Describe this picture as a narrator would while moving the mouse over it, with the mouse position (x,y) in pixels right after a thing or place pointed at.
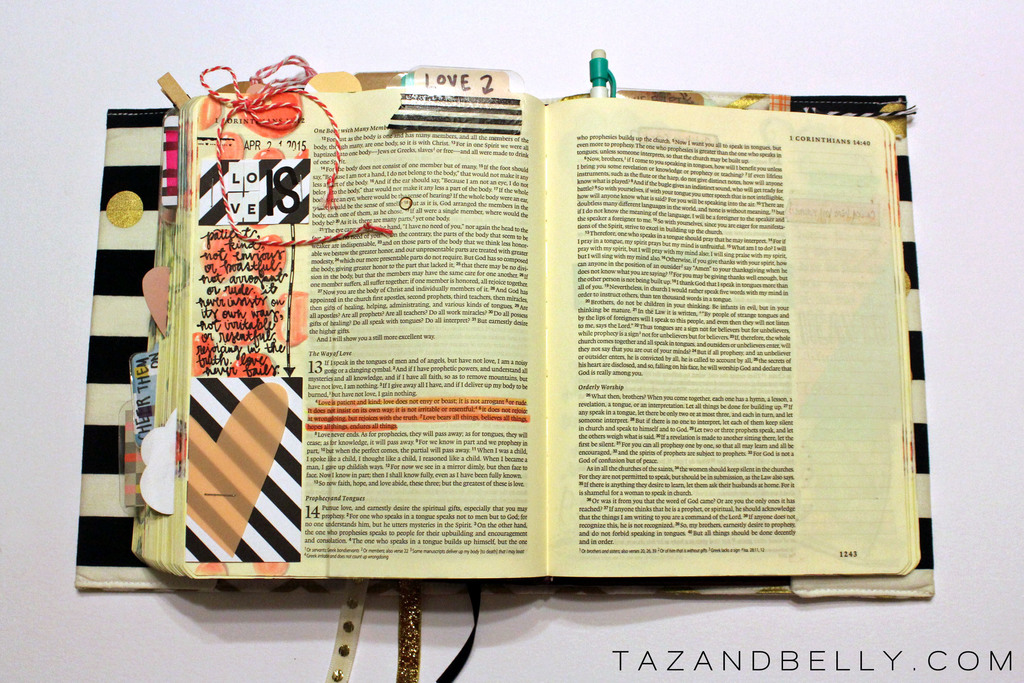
In this image there is a book (759,421). The book (593,255) is open. There is text (447,284) on the papers (589,355). On the left side of the book (225,278) there are papers (252,214) stacked and there are ribbons (299,112). There is a pen (599,81) in between the pages (603,116). The background (121,641) is white. In the bottom right (727,664) there is text (756,657) on the image.
